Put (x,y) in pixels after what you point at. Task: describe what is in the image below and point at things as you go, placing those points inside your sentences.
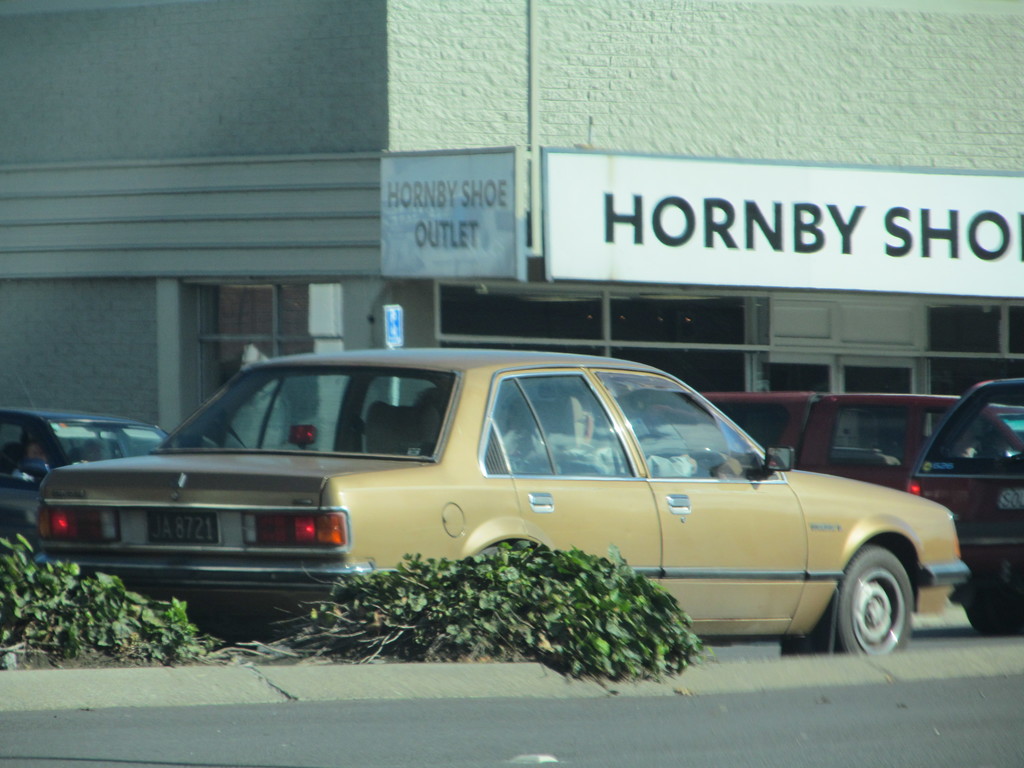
In this picture we can see vehicles (671,513), plants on the ground (388,710) and in the background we can see a building (987,341), boards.
